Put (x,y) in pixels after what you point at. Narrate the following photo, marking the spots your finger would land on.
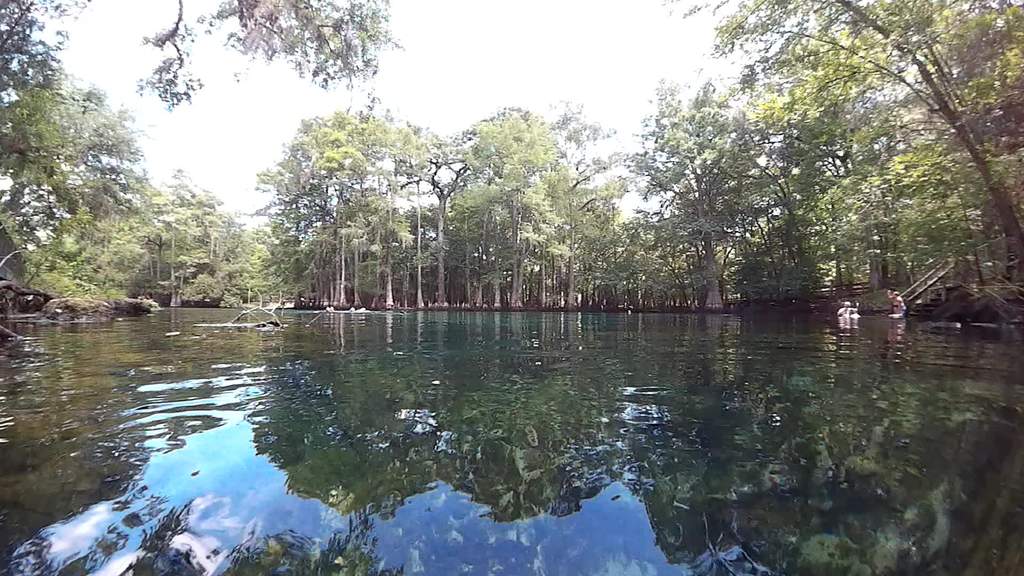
In this picture there are trees (580,229). On the right side of the image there is a wooden staircase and there are two persons (887,298) in the water (843,401). At the top (507,15) there is sky (425,11). At the bottom (599,479) there is water (585,496) and there is a reflection (577,367) of tree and sky (166,479) on the water (377,488).
